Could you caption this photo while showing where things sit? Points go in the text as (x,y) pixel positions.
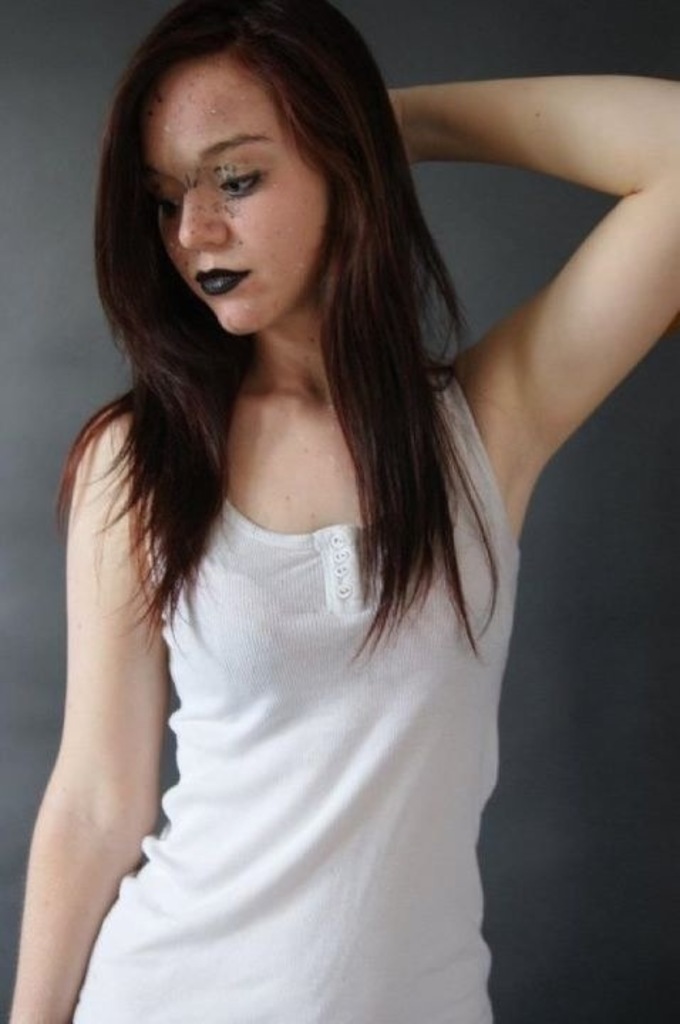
In this image there is a woman (184,892) standing and there is dark background (52,121).
